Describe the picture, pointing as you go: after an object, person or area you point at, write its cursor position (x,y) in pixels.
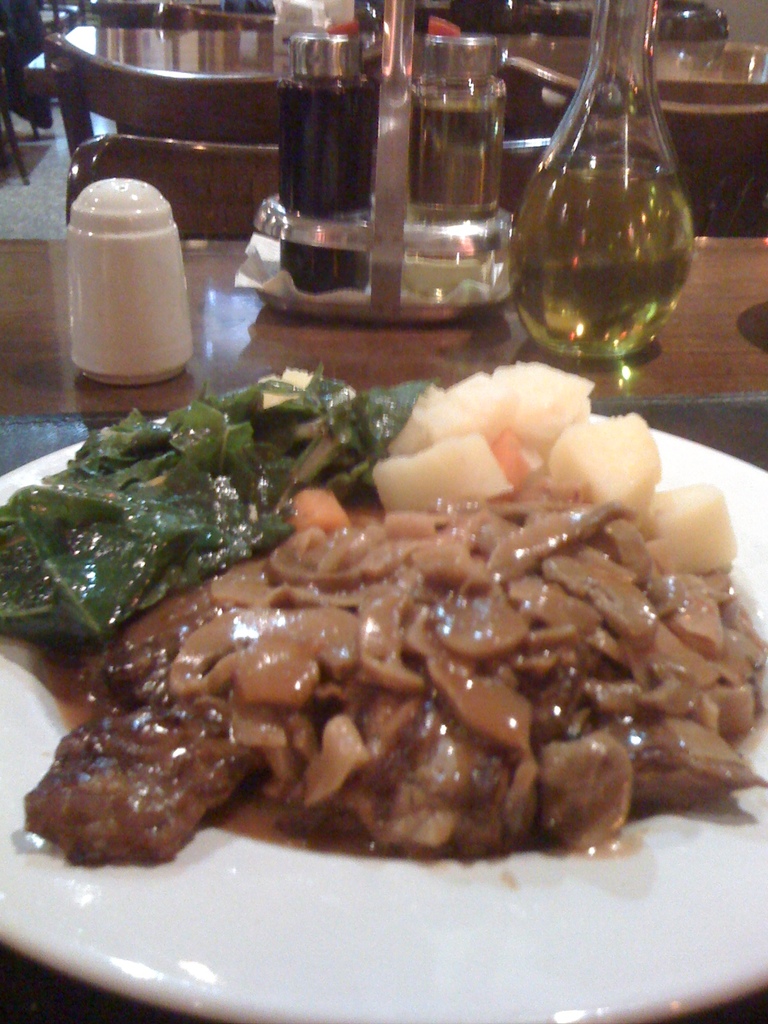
In this image, there is a table (255,334) contains some bottles (358,146). There is a plate (397,873) at the bottom of the image (428,827) contains some food (358,510).
